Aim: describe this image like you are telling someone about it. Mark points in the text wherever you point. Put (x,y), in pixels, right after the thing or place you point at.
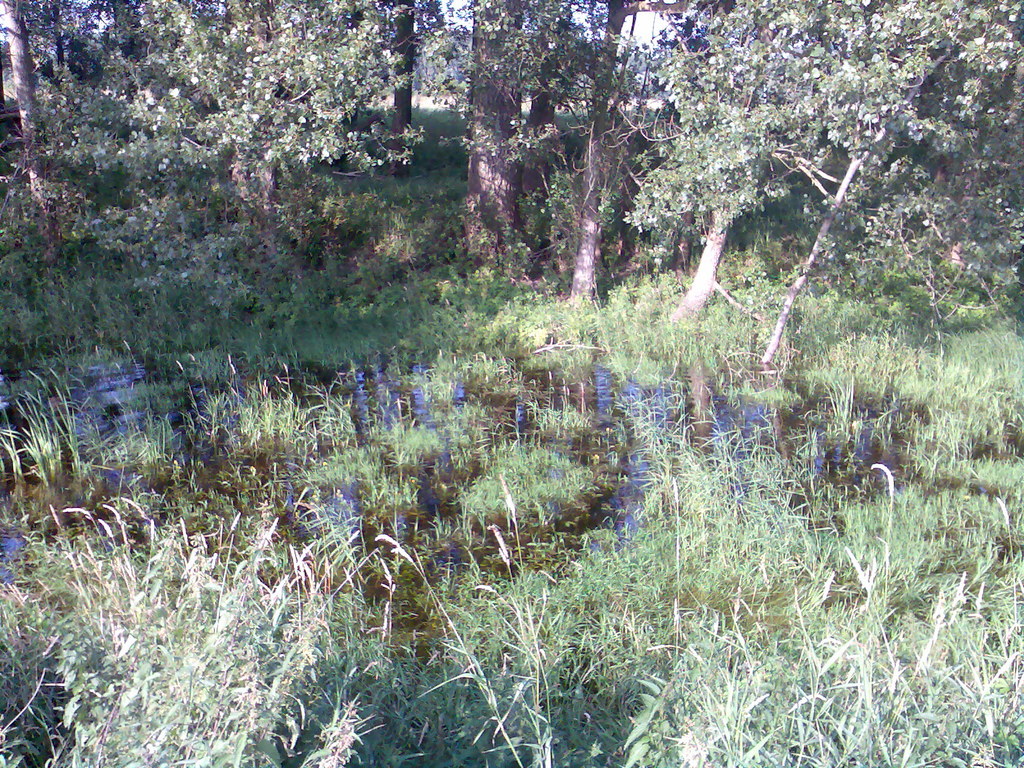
In this image we can see trees (750,127), plants (599,531) and water (635,528).
